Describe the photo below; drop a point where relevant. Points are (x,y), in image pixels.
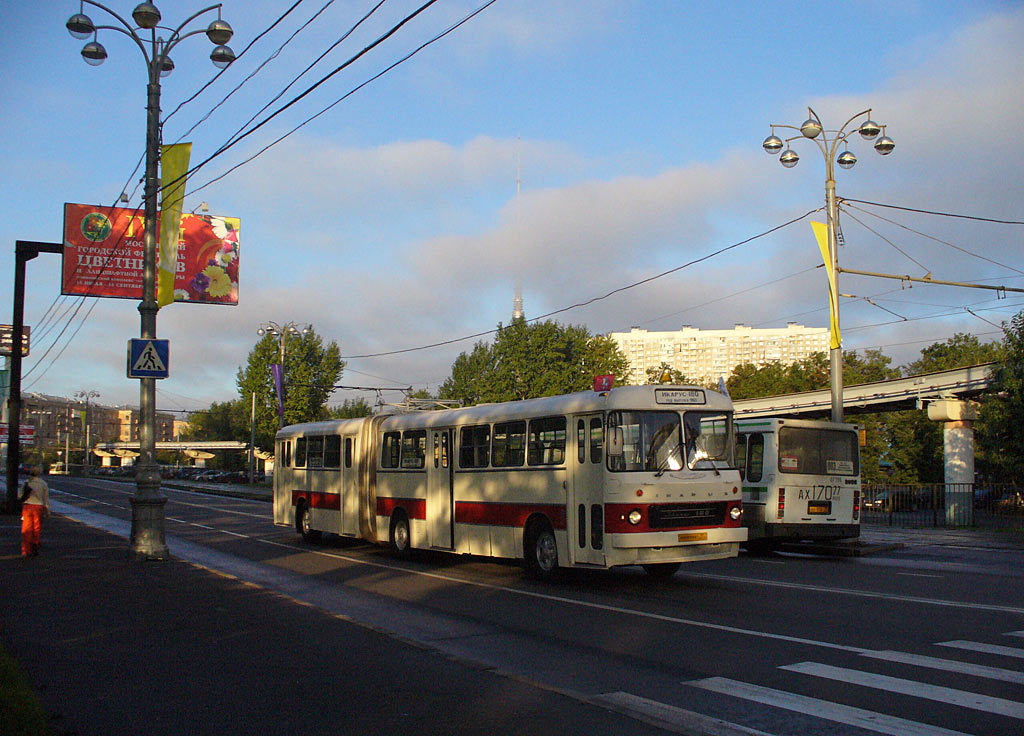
In the foreground of this picture (548,520), there are two buses (622,515) moving on the road (570,606) to which poles (155,290), trees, banner (113,247), cables (248,76) on either side of the road (580,616). On the top (629,234), we can see the sky (492,130) and the cloud (606,214).
